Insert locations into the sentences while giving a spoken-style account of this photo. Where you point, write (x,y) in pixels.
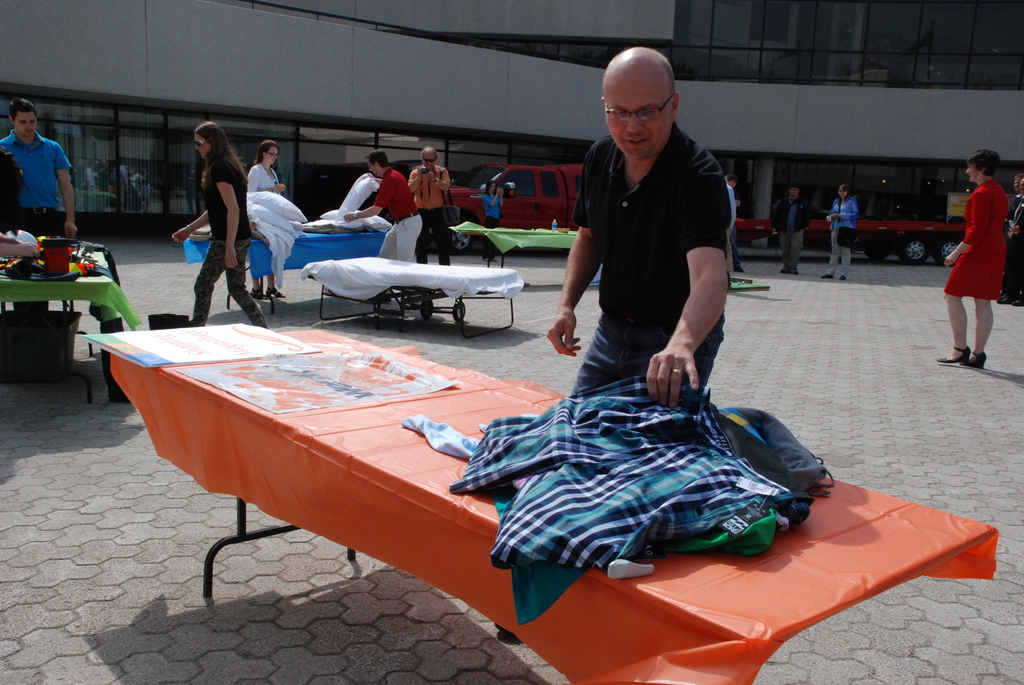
In this image I can see few tables (683,667) and number of people (18,221) are standing in the front (439,531). On these tables (388,364) I can see few clothes (426,416) and few other stuffs (71,257). In the background (1005,148) I can see few vehicles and a building (445,27). I can also see shadows (355,599) on the ground (272,650).
